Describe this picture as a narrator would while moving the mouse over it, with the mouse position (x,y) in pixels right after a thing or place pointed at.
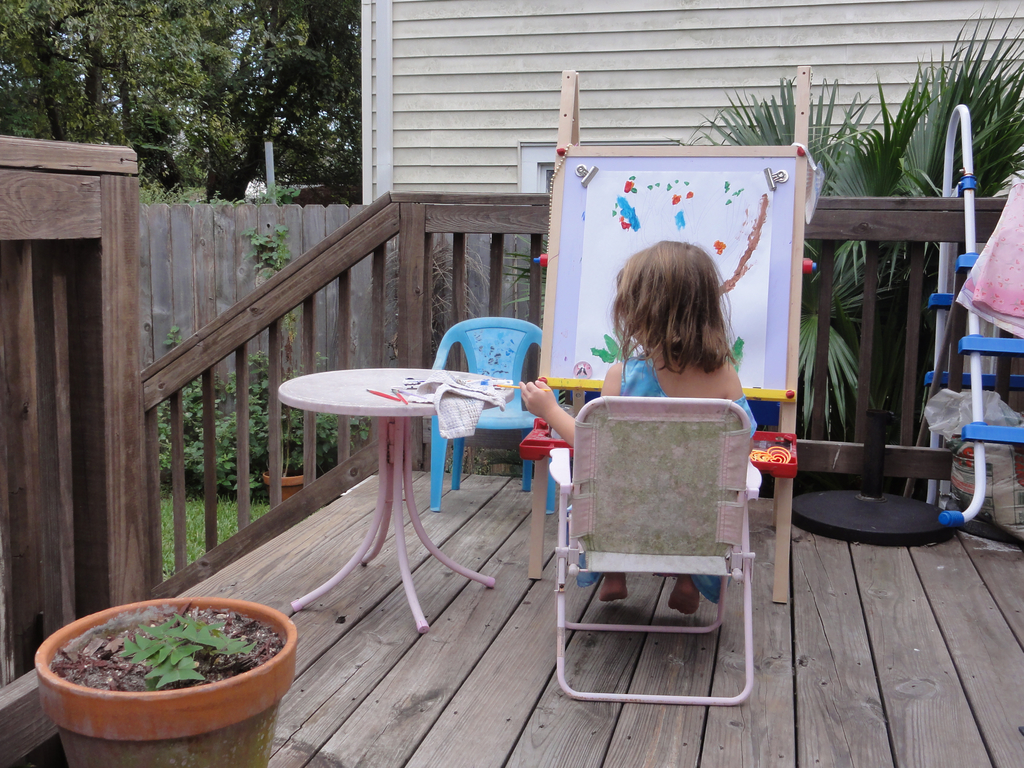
a girl (652,338) is seated on a chair (657,540). in front of her there is board (652,215). to her left there is a table (381,409) on which there is a cloth (446,378). at the back (330,103) there are trees (239,115). in the left (187,670) front there is a plant pot (185,718).
